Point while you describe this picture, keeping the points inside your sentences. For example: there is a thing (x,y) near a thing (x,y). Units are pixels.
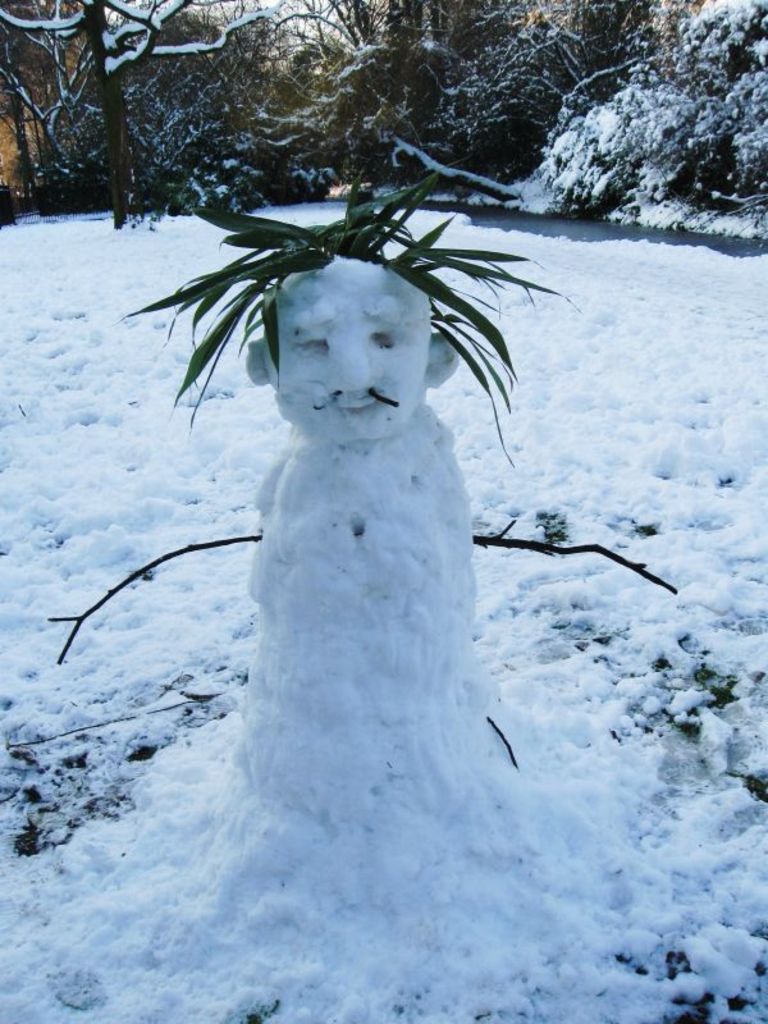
In this image, we can see an object (378,673) made with snow (288,298) and some leaves (301,258). We can see some trees (357,98) and the snow (149,553).
